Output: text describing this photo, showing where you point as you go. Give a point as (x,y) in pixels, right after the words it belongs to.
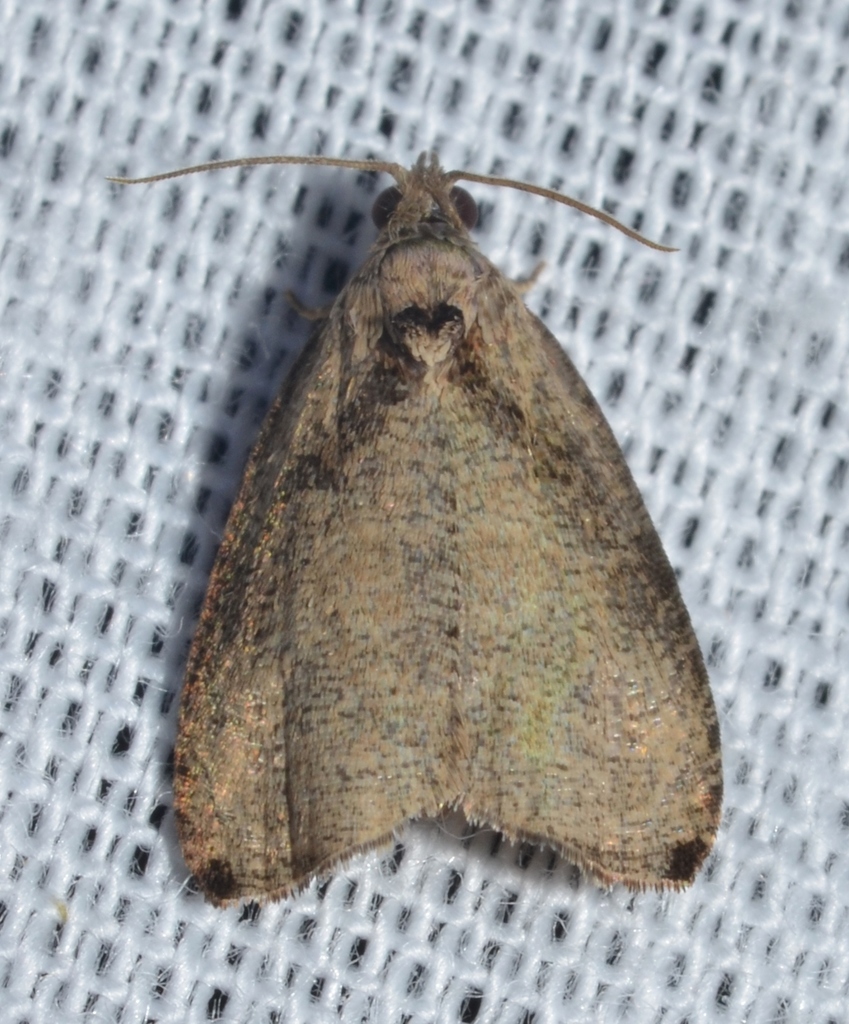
Here we can see an insect (451,449) on white mesh (837,209).
